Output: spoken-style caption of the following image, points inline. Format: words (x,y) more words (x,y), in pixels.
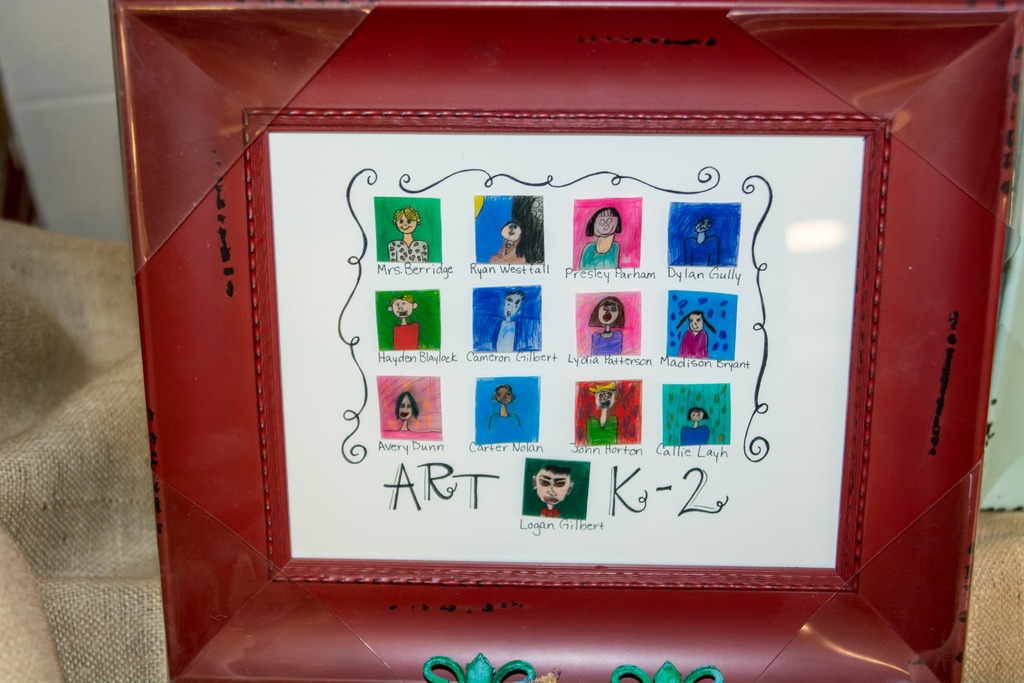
In this image we can see a photo frame (566,105).
